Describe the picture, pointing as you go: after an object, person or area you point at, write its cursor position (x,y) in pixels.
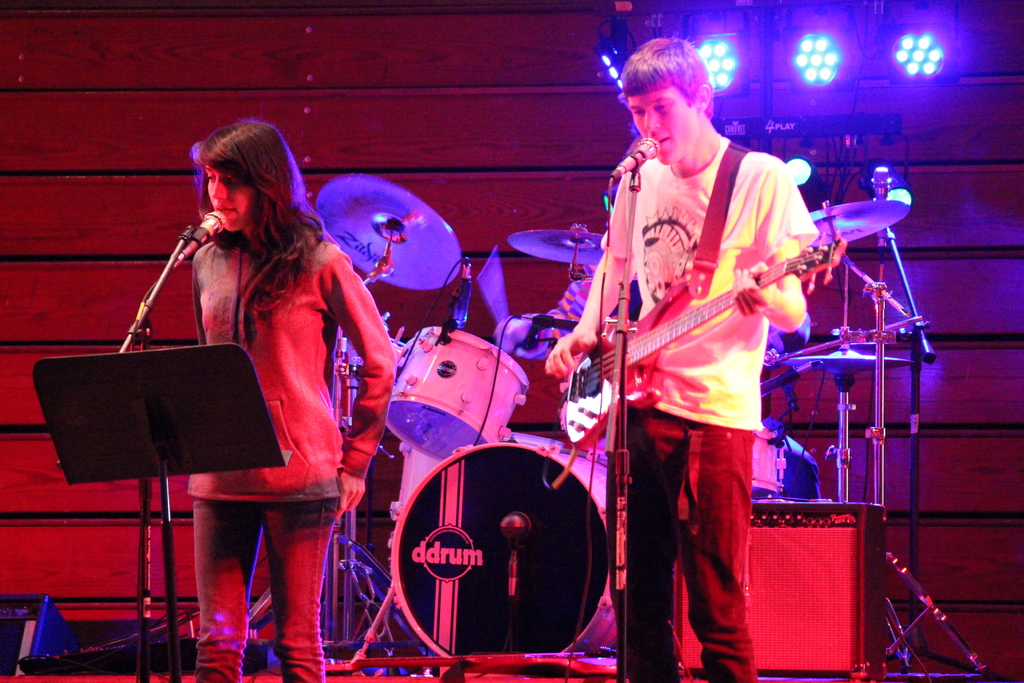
In this image I can see there are two persons (770,193) standing in front of the mike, they are playing a music and holding a musical instrument (682,326), background (352,636) I can see some musical instruments (476,381) kept on the floor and In the background (789,127) I can see lights (905,48).
